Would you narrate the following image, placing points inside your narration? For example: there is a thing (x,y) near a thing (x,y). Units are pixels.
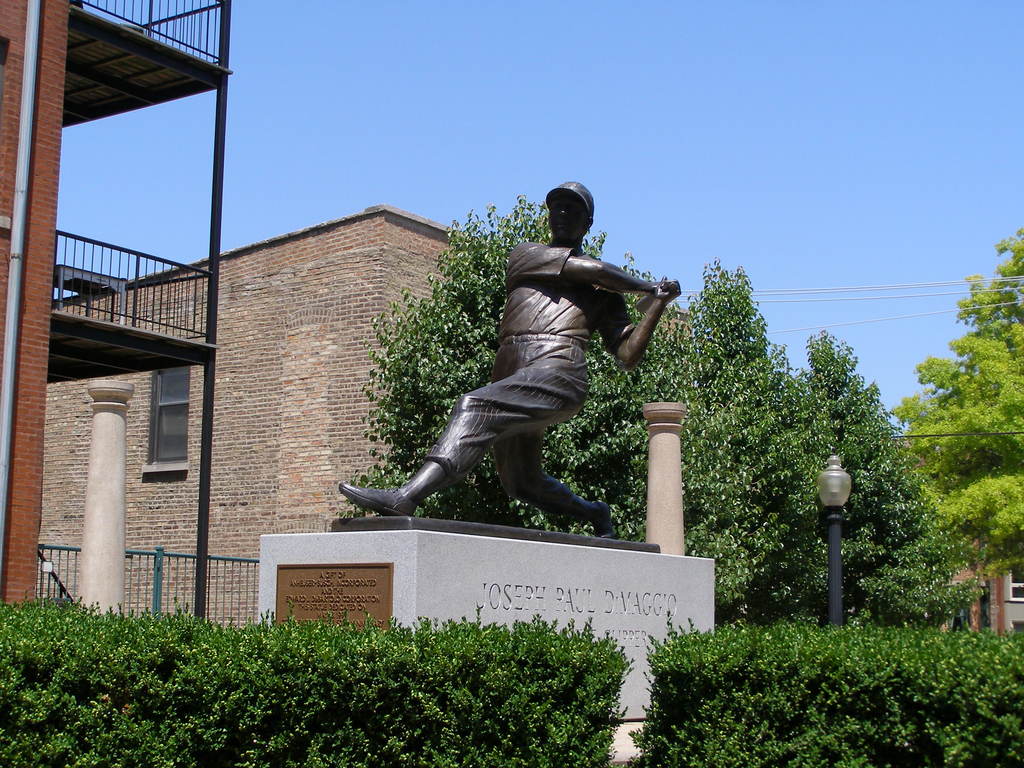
In this picture I can see buildings (151,323), trees (723,472) and I can see poles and a pole light (840,493) and I can see few plants (477,692) and a statue (530,471) and I can see text (351,619) and a blue sky (628,102).
